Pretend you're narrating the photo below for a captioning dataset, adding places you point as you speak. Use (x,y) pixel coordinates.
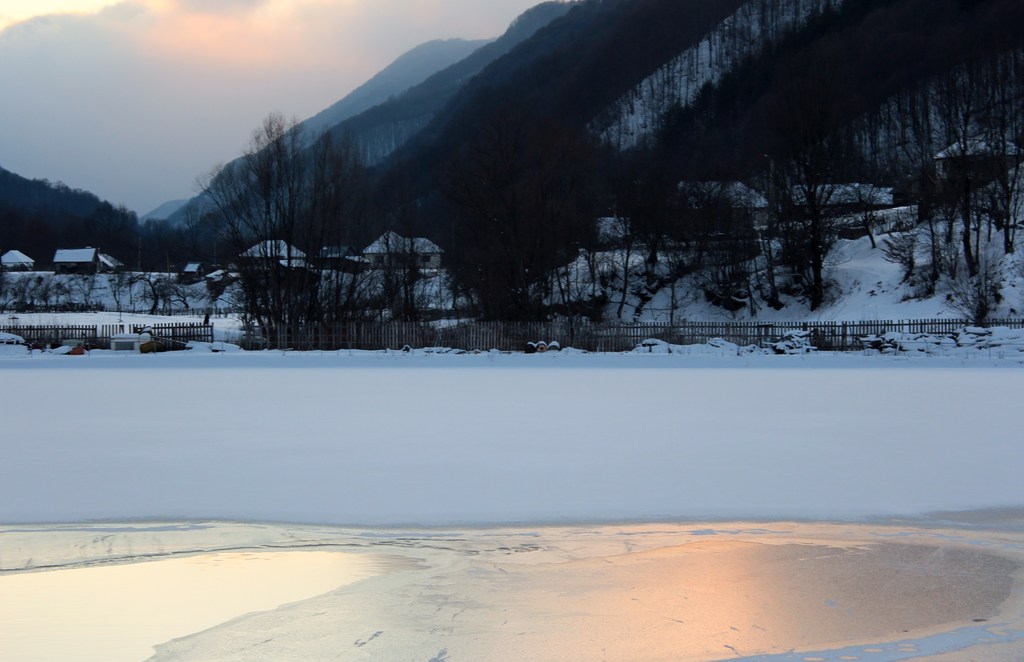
In this image we can see many mountains (552,101). There is a snow (700,353) in the image. There are few houses (78,260) in the image. There is a fence (692,336) in the image. There are many trees (135,259) in the image.
